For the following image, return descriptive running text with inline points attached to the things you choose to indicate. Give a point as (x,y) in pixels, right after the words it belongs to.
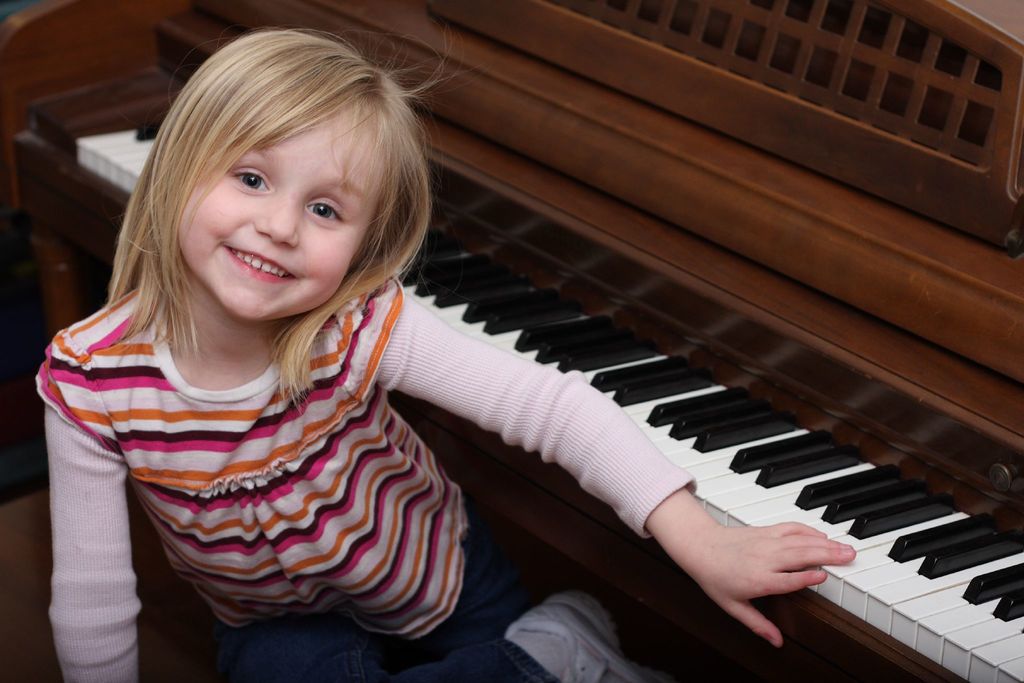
In this image there is a girl (315,504) sitting and smiling. There is a piano (578,322) beside this girl (302,498) with the black and white keys (788,437).
